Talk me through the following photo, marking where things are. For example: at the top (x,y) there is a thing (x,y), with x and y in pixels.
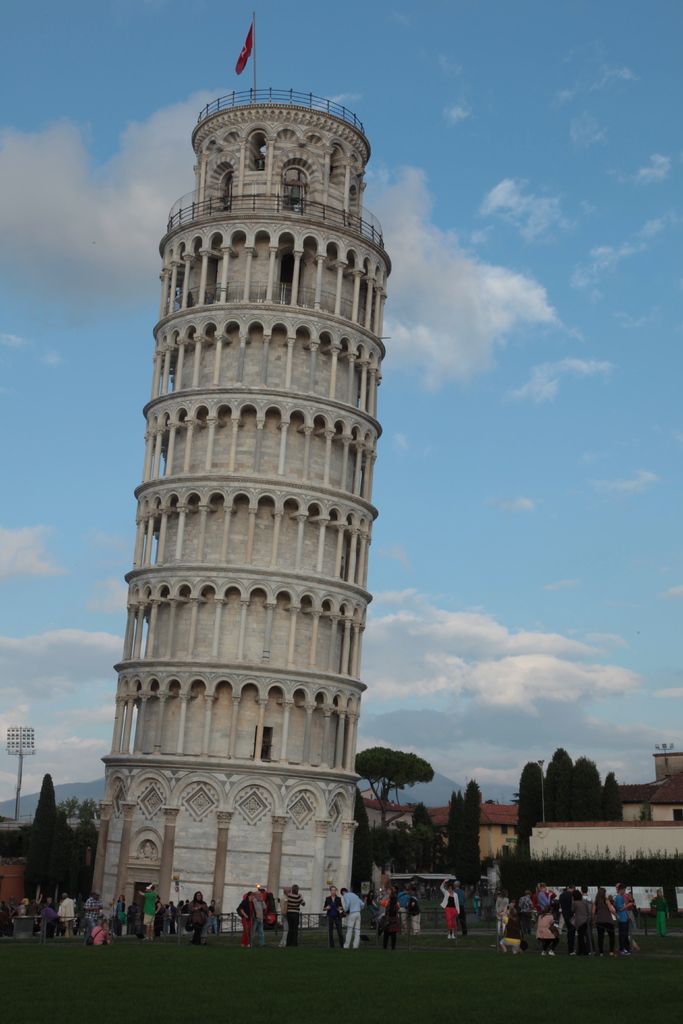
In this image I can see leaning tower of Pisa (243,518). I can see few trees (44,823). There are some people (511,949) in the ground (565,942). In the background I can see clouds (168,108) in the sky (107,347).
